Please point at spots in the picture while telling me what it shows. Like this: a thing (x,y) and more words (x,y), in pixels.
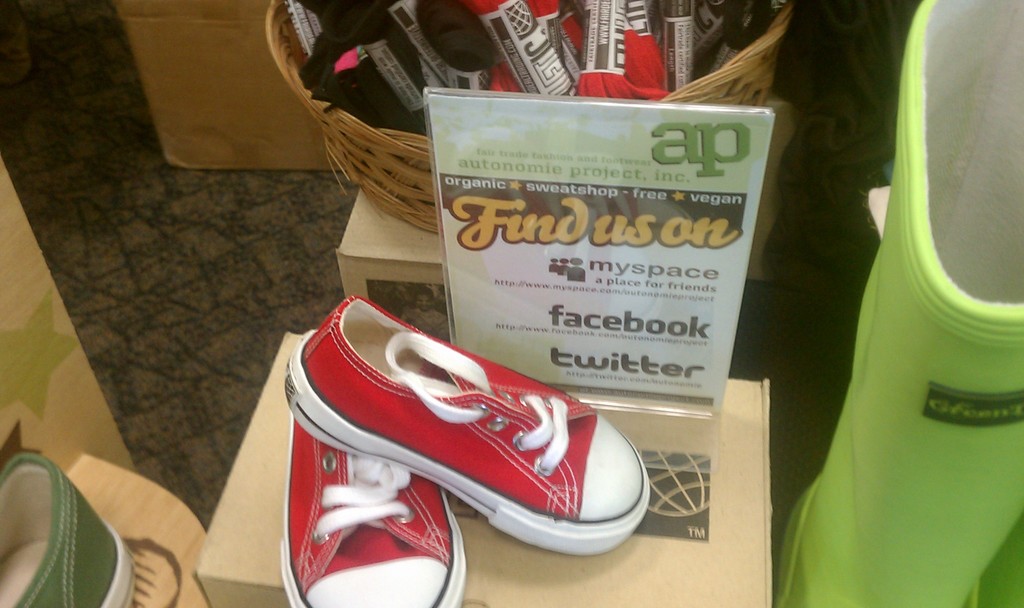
In the image we can see some shoes (536,387) and boxes (24,446) and banner (573,115). Behind them there is a box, on the box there is a basket (779,22), in the basket (763,20) there are some threads (661,10).
